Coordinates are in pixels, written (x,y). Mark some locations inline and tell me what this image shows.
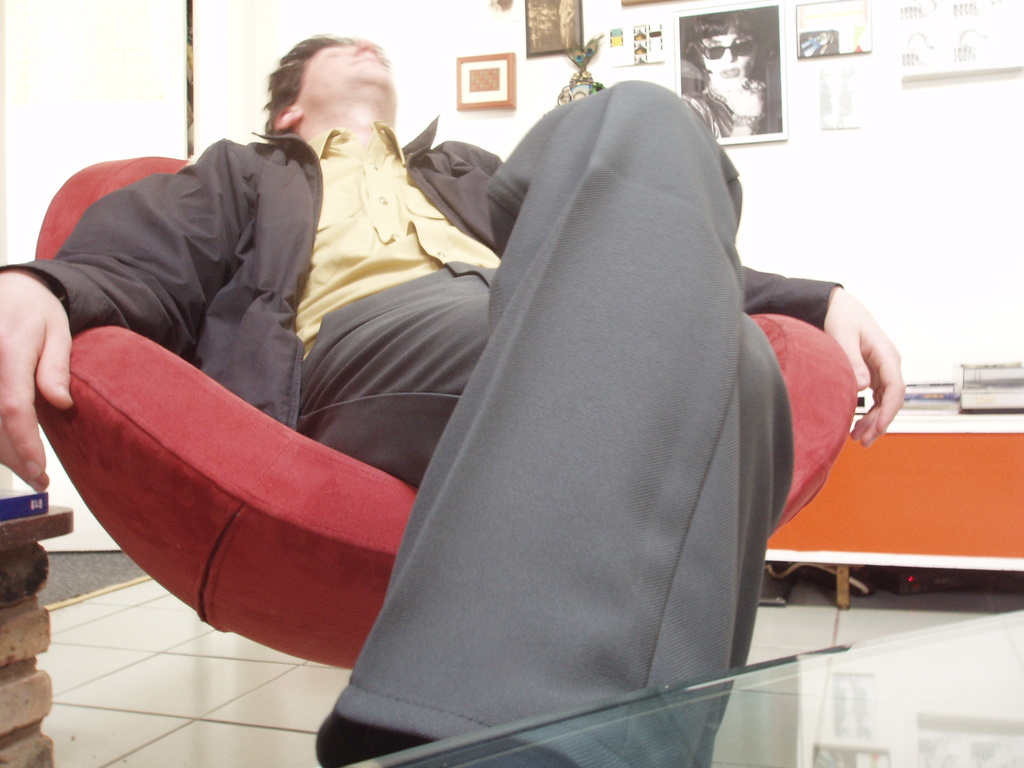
In this picture we can see men (335,299) sitting on chair (319,553) and beside to him we have frames (646,50) to wall (972,170), table (914,454) and on table (898,463) we have books (957,398).
